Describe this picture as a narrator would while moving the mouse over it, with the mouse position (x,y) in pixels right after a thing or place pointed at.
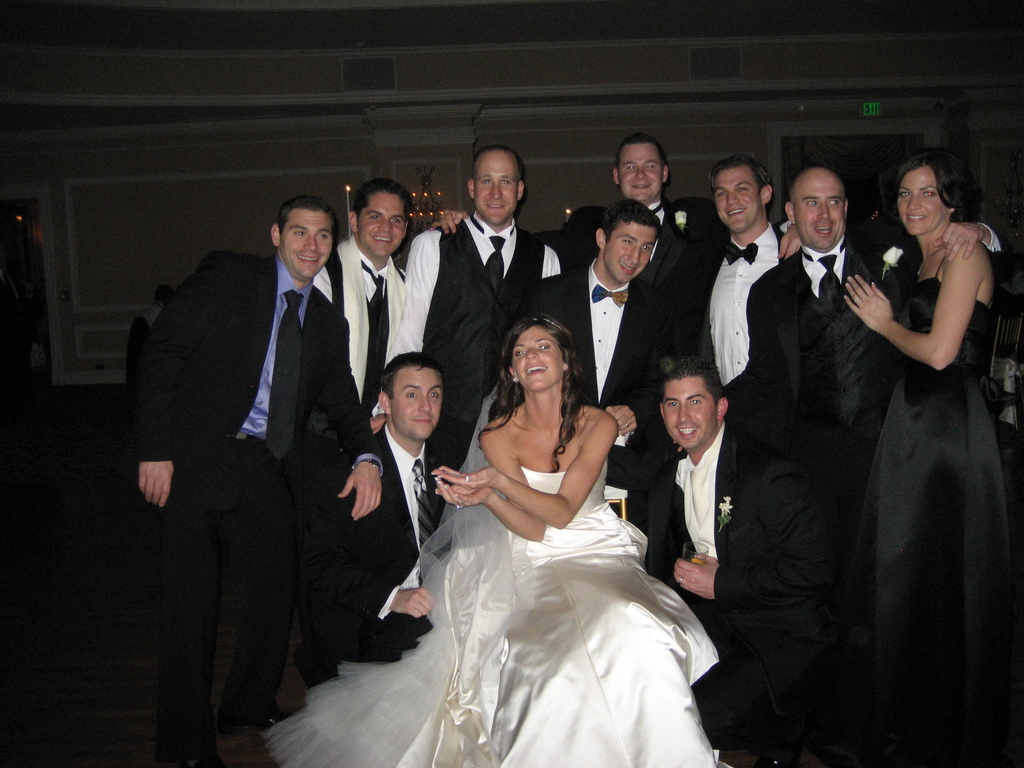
In the center of the image (536,435) we can see a woman (547,474) sitting on a chair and two men (699,596) sitting on their knees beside her. We can also see a group of people (331,364) standing. On the backside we can see some candles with the flame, the signboard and a wall (240,192).
